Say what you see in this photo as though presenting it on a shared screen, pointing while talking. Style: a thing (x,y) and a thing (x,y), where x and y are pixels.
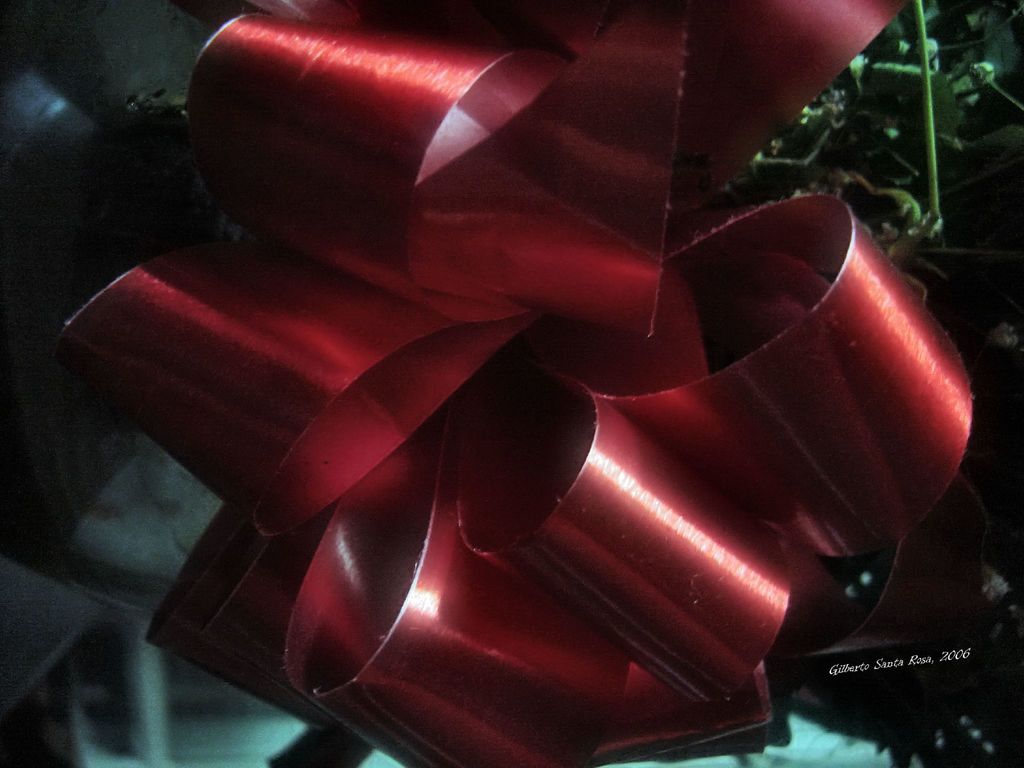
In the picture I can see the decorating binding ribbon (396,356).
